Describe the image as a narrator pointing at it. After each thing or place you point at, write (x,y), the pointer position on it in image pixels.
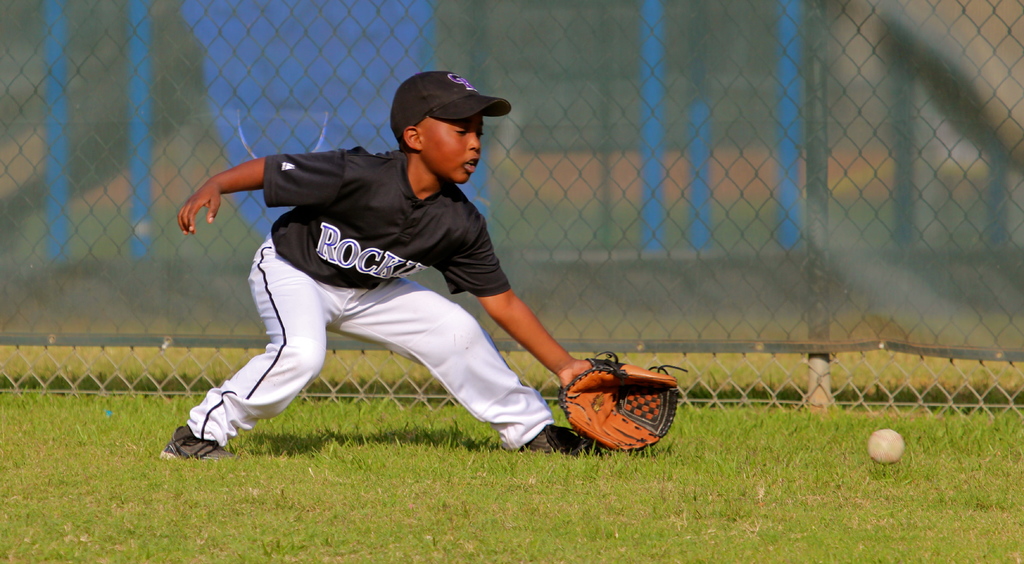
Here I can see a boy (351,297) wearing a cap (437,112) on the head (428,127), glove (603,408) to the hand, bending and looking at the ball (882,445) which is on the ground (871,475). In the background (548,96) there is a net (673,127). At the bottom (150,497), I can see the grass (197,496) on the ground (170,501).
